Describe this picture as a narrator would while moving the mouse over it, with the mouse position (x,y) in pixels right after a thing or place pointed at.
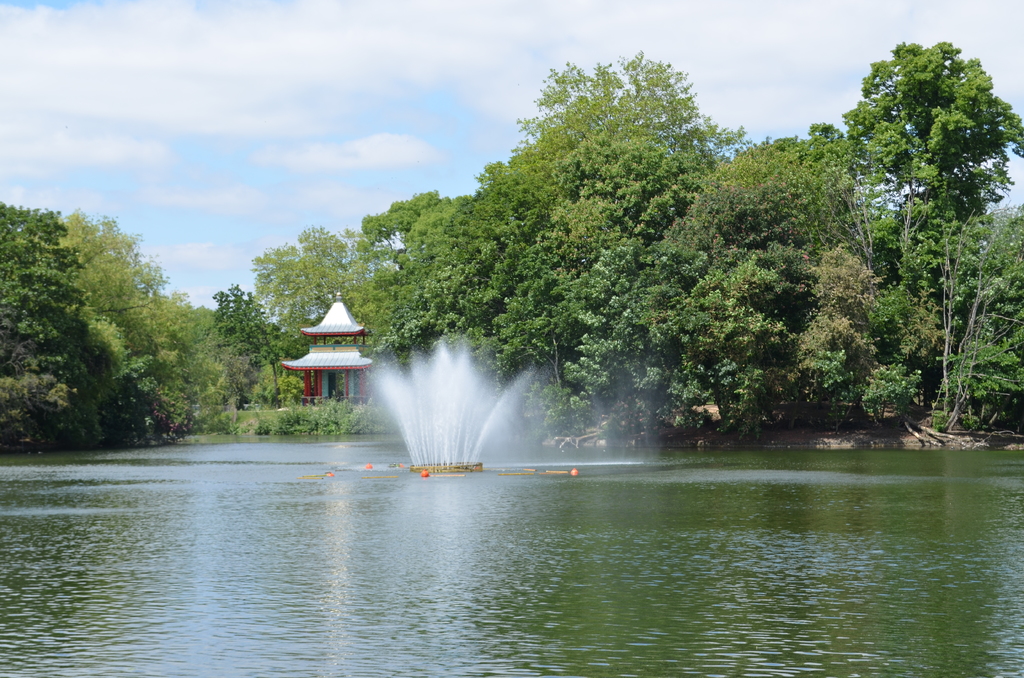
In this picture I can see there is a fountain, a lake (249,448), building (347,329) and there are trees (532,303) in the backdrop (31,221).
